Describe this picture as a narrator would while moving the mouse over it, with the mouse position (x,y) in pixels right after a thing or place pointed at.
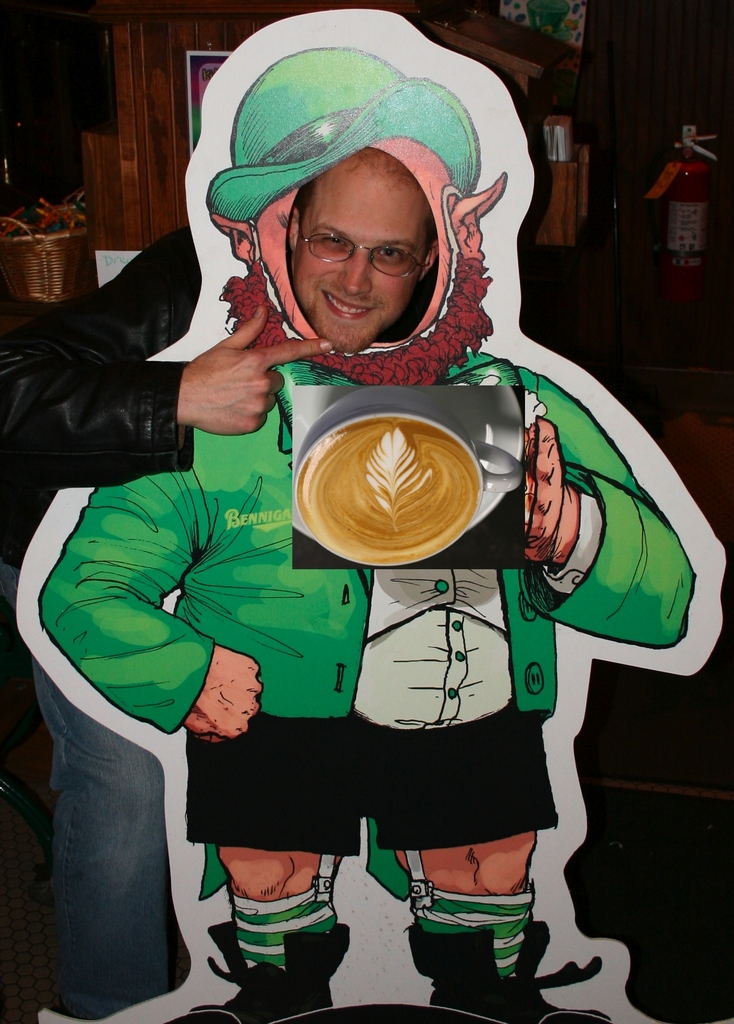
In this image there is a person (44,435) standing behind a cartoon board (148,686), in the background (298,7) there is a wall (694,323), for that there is a fire extinguisher (699,213) and a basket (69,263).
